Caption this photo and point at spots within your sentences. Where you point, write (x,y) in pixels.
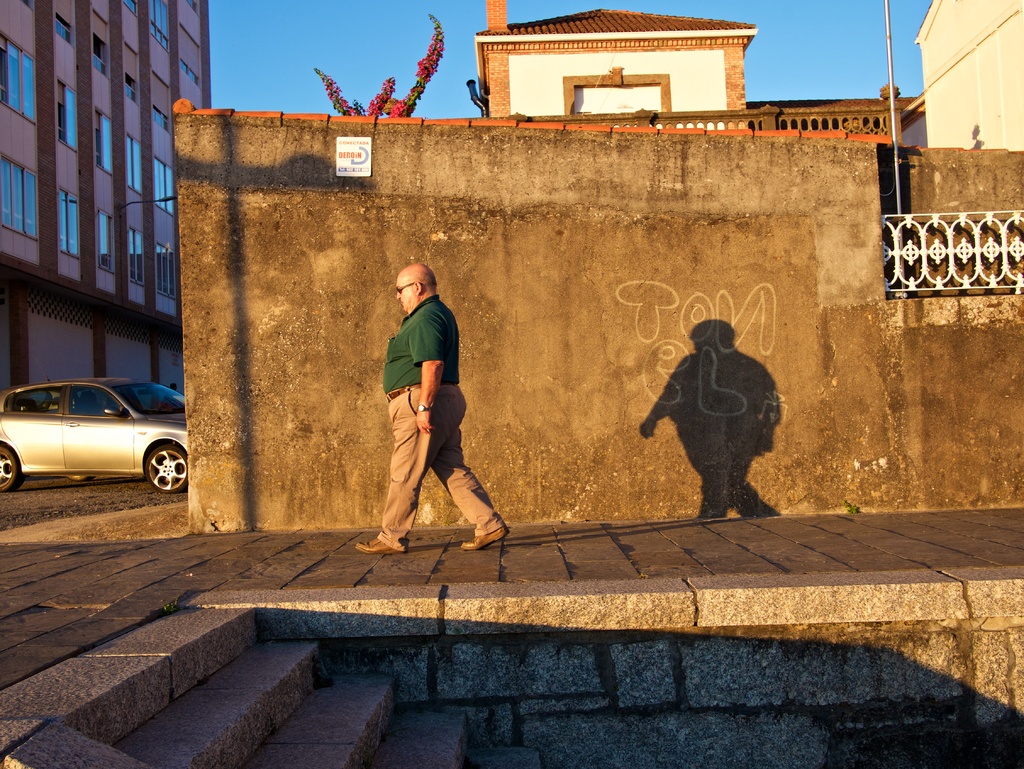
In this image I can see a person (426,268) walking on road (354,538), in front of the wall (307,392), on the wall (734,270) I can see text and fence (932,245) and at the bottom (208,665) I can see a staircase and on the left side (32,351) I can see a car (58,447) and building (62,74) and at the top (464,28) I can see the sky (882,8) and building (572,46) and pole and plant (440,52) contain flower (426,76).
